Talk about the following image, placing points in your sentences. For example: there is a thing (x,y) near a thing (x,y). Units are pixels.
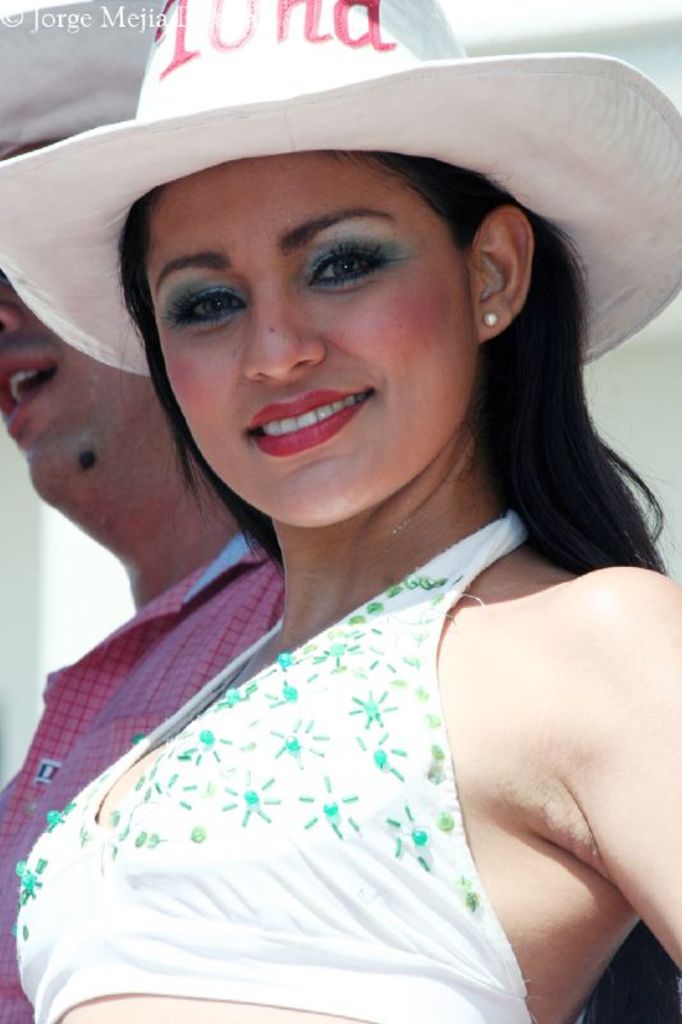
In this image there are two persons (248,341) with the hats (247,101), and there is a watermark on the image.
